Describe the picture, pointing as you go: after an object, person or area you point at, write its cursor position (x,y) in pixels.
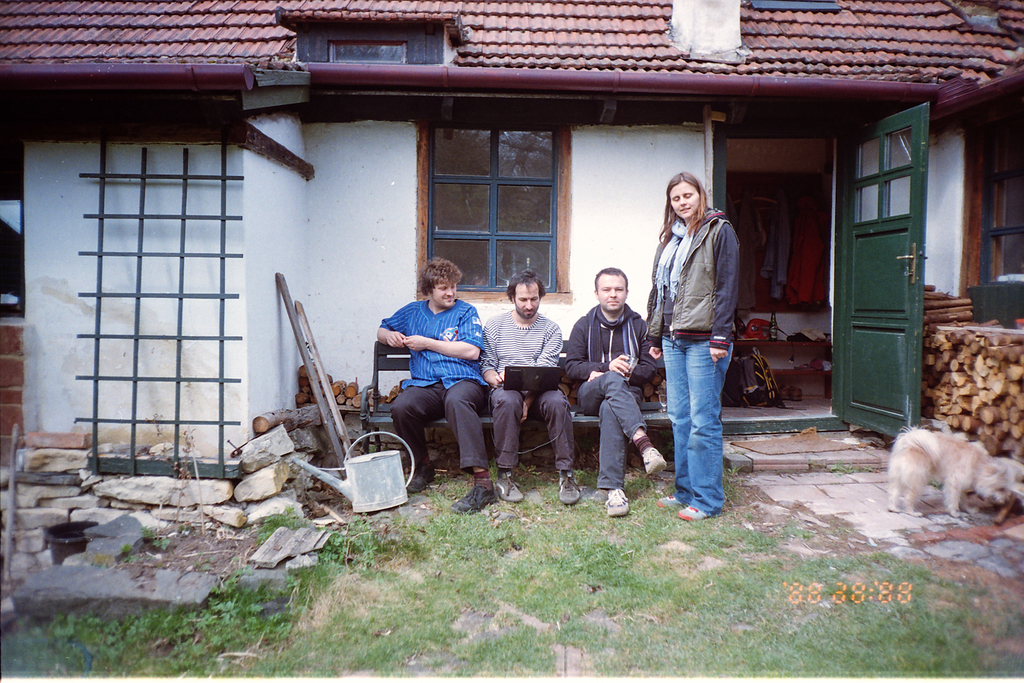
In this picture we can see three men (495,379) sitting on a bench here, there is a woman (723,350) standing here, on the right side (945,454) we can see a dog (970,471), at the bottom (666,608) there is grass (402,579), we can see some rocks (207,511) here, in the background (341,321) there is a house (869,320), we can see a door (870,319) and a window (505,204) here, we can see some wood (984,369) here.
